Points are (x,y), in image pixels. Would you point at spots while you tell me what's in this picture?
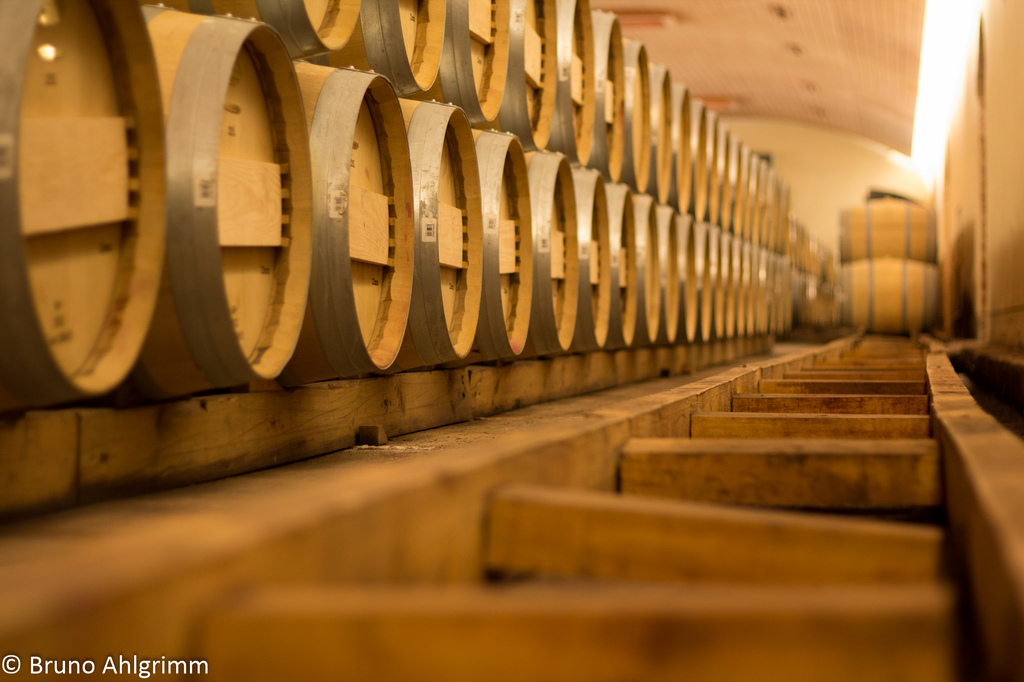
In this image, we can see many drums (510,196) and at the bottom (499,508), there is wood (219,571) and we can see some text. At the top (756,69), there is a roof (776,60).
